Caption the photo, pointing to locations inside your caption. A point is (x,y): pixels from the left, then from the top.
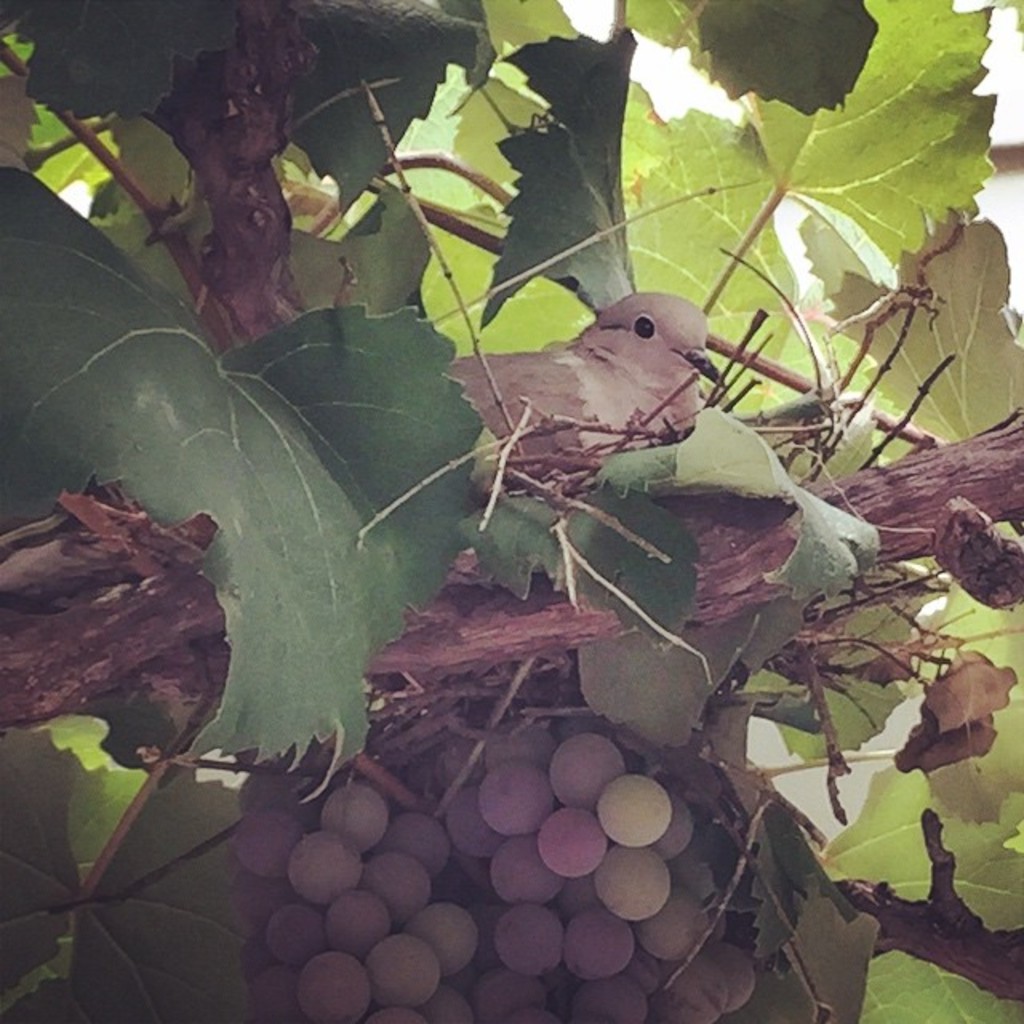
In this image we can see a bird (650,333) in the nest (537,459), there are fruits (558,796), also we can see the tree (813,114).
